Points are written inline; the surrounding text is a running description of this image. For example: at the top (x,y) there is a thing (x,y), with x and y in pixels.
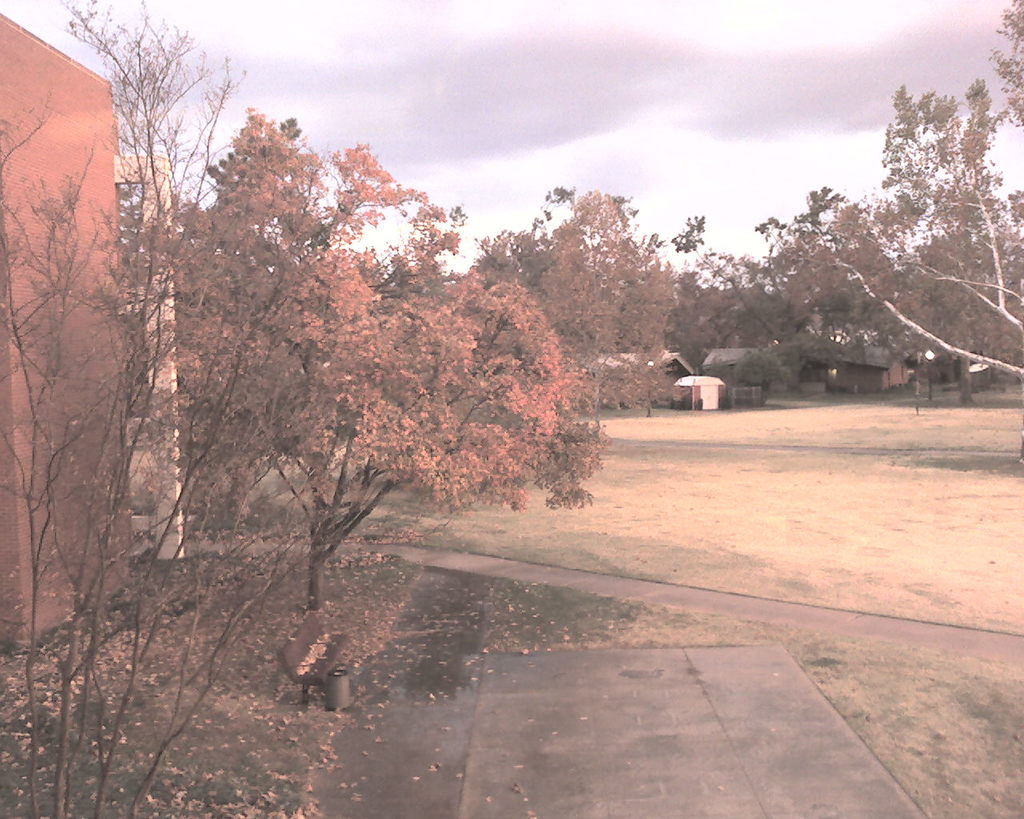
In the foreground of this image (662,729), there is a pavement (683,649) and the grass land (884,543). On the left (334,430), there are trees (314,478) and the wall (43,98). In the background (817,300), there are trees (821,300), houses (851,368) and the cloud (473,104).
